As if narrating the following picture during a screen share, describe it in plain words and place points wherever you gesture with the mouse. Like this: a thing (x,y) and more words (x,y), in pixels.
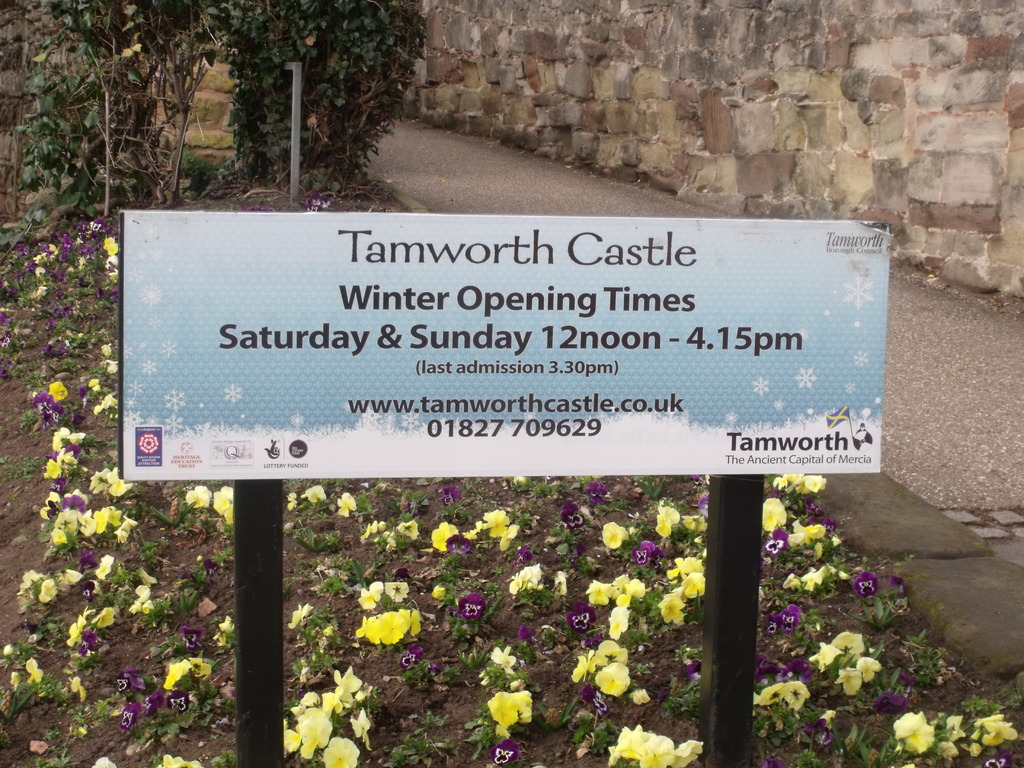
In this image we can see a board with some text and there are some plants (306,79), trees (242,65) and flowers (682,574). On the right side of the image (1000,341) we can see the path (964,346) and there is a wall (699,68).
